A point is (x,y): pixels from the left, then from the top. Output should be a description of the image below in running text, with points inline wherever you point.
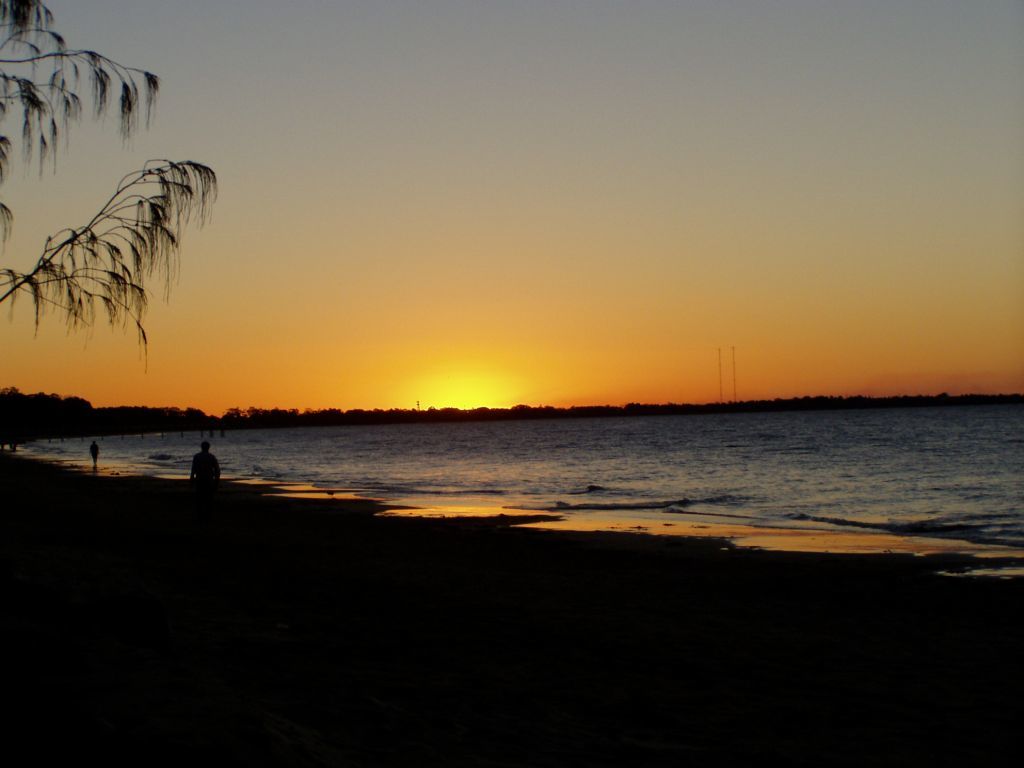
In this image in the front (203,471) there are persons (198,488) and in the background (136,423) there are trees (425,419). In the center (547,444) there is water (683,443).
